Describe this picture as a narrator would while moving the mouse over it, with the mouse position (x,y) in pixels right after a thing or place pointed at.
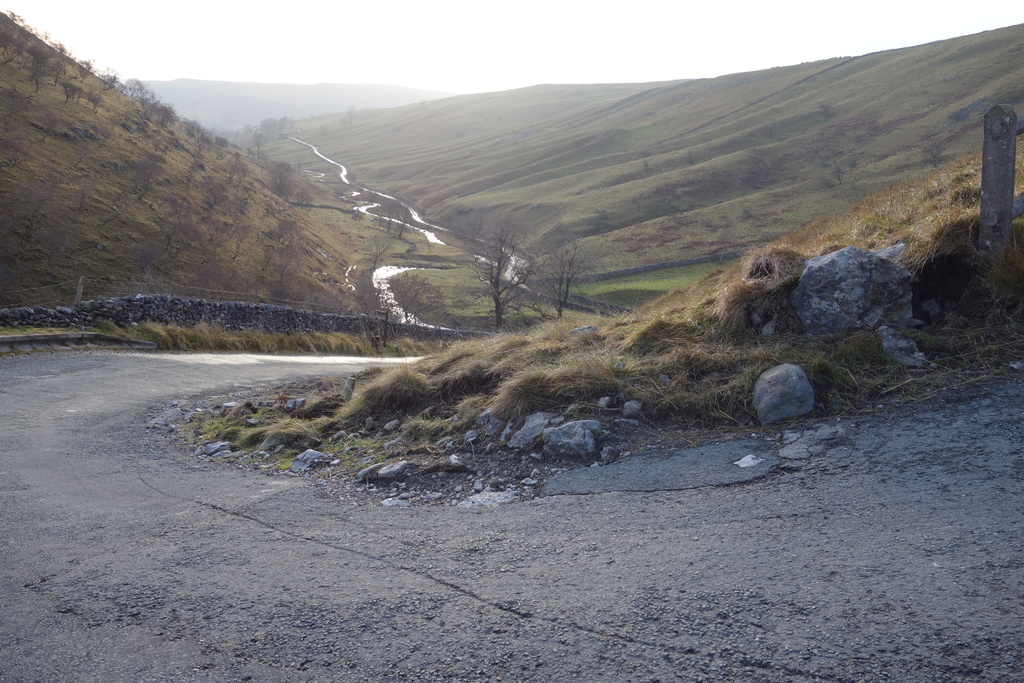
In this image we can see mountains (523,217) full of grass (698,190) and two dry trees (505,289). Bottom of the image (479,591) road (430,591) is there.
